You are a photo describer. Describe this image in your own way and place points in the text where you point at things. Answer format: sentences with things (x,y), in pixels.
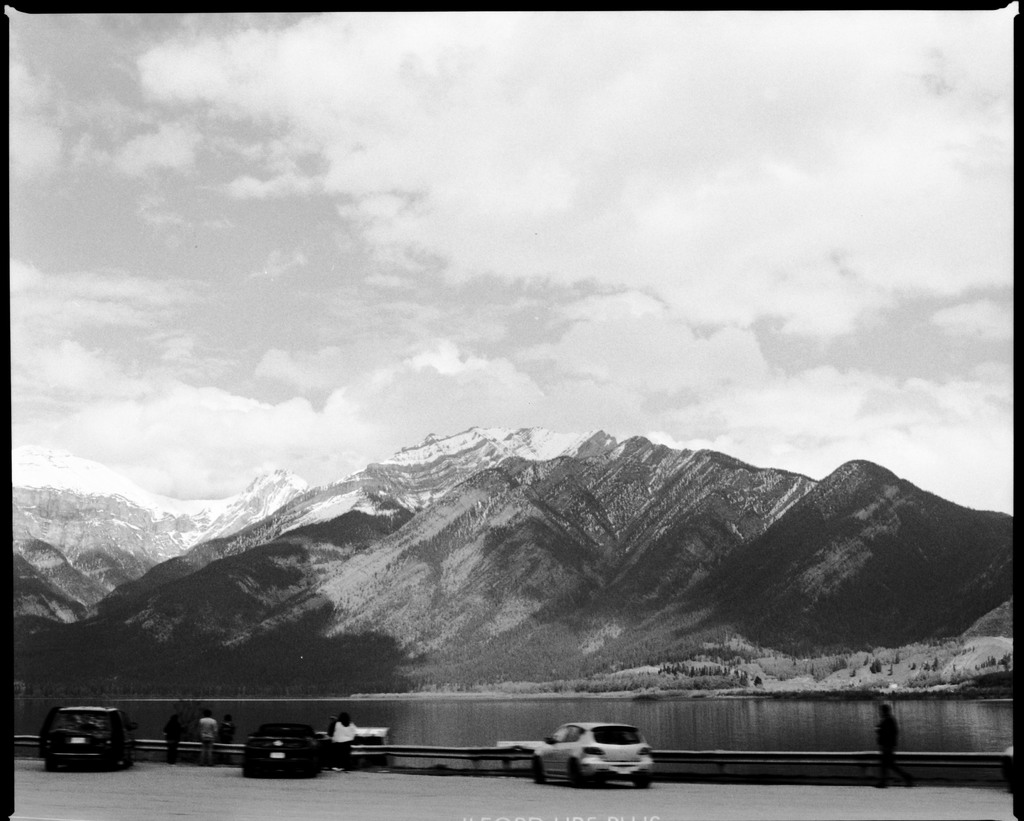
In this image we can see sky (477,355) with clouds (530,237), mountains (470,553), trees (738,654), water (830,748), motor vehicles (87,749), fence (773,761) and persons (211,726) standing on the ground (219,777).
